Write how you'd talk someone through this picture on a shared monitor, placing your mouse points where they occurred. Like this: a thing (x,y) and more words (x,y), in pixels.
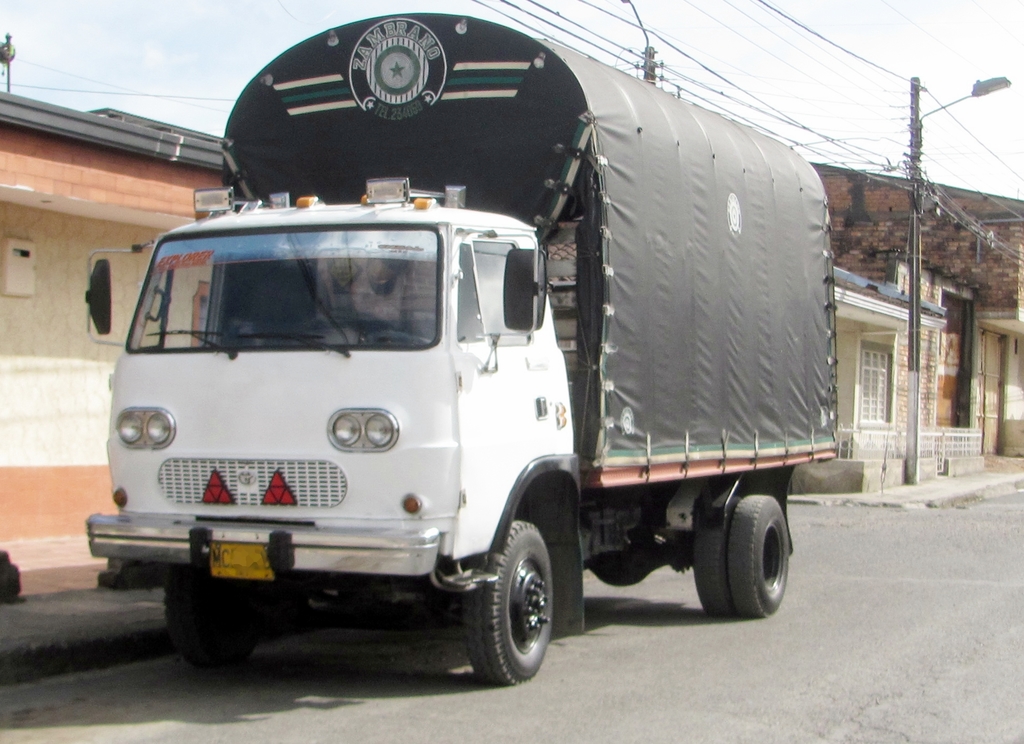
In the picture I can see a lorry (577,366) on the road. I can see two electric poles (912,274) on the side of the road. There are houses (966,251) on the right side (886,335). There are clouds (155,78) in the sky (150,104).
